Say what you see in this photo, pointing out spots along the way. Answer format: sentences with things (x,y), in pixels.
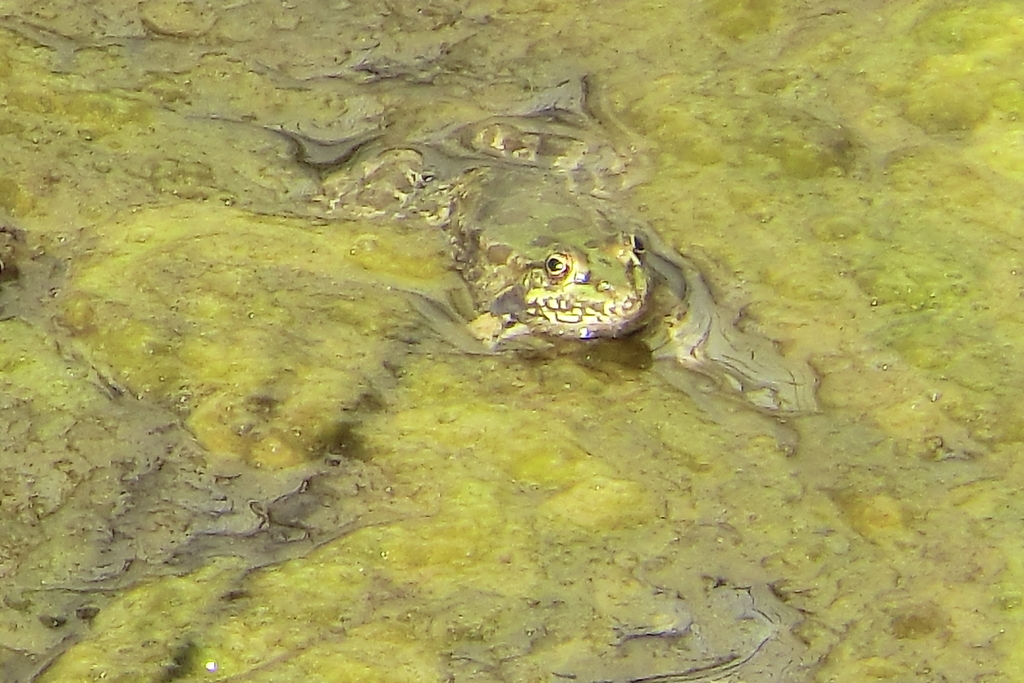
In this image there is a frog (525,320) in the algae water (461,477).
